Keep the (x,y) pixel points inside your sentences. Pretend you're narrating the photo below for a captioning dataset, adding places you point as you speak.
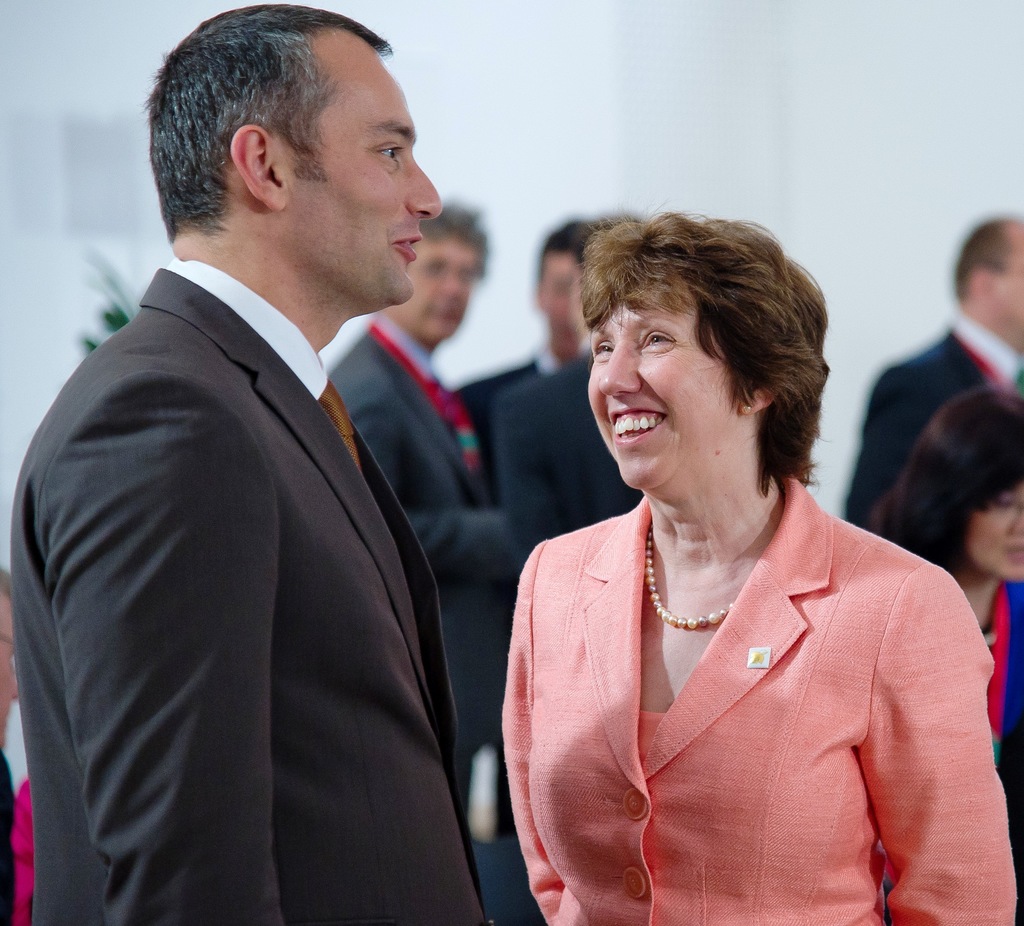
In this picture we can see a man (374,756) and a woman (597,716) standing and smiling in the front (643,661), in the background (909,431) there are some people (930,401) standing, this man (207,711) wore a suit (225,632).
